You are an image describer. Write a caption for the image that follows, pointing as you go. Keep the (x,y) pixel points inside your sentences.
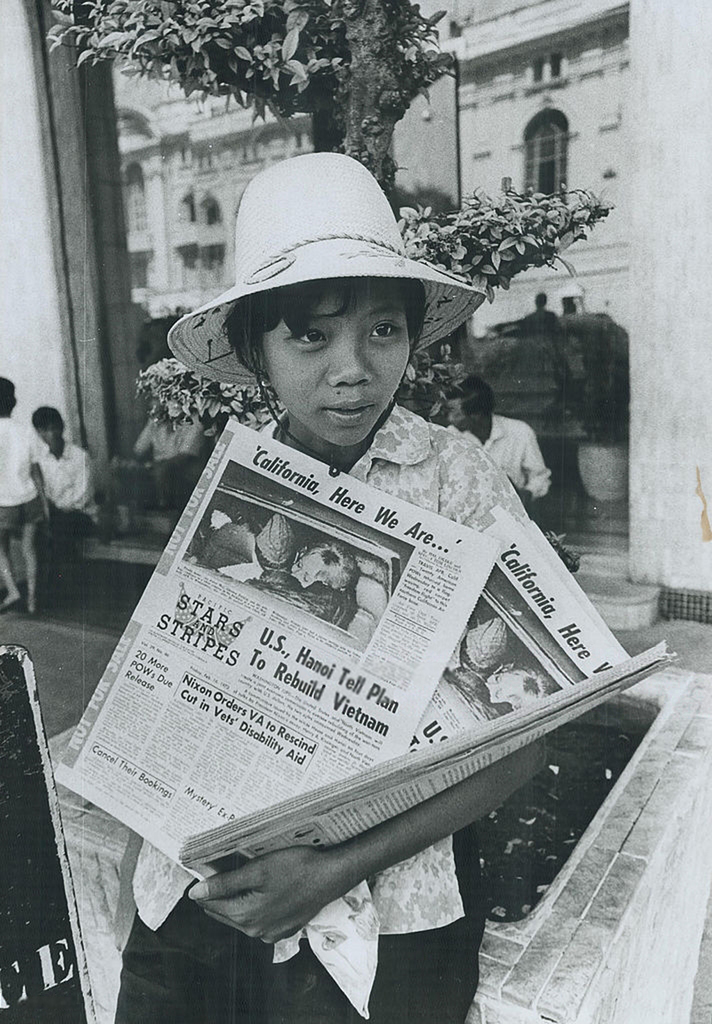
In this picture we can see a girl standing and holding newspapers (390,693), she wore a cap (380,272), in the background (654,239) there is a building (659,199), we can see some more persons (54,469) here.
